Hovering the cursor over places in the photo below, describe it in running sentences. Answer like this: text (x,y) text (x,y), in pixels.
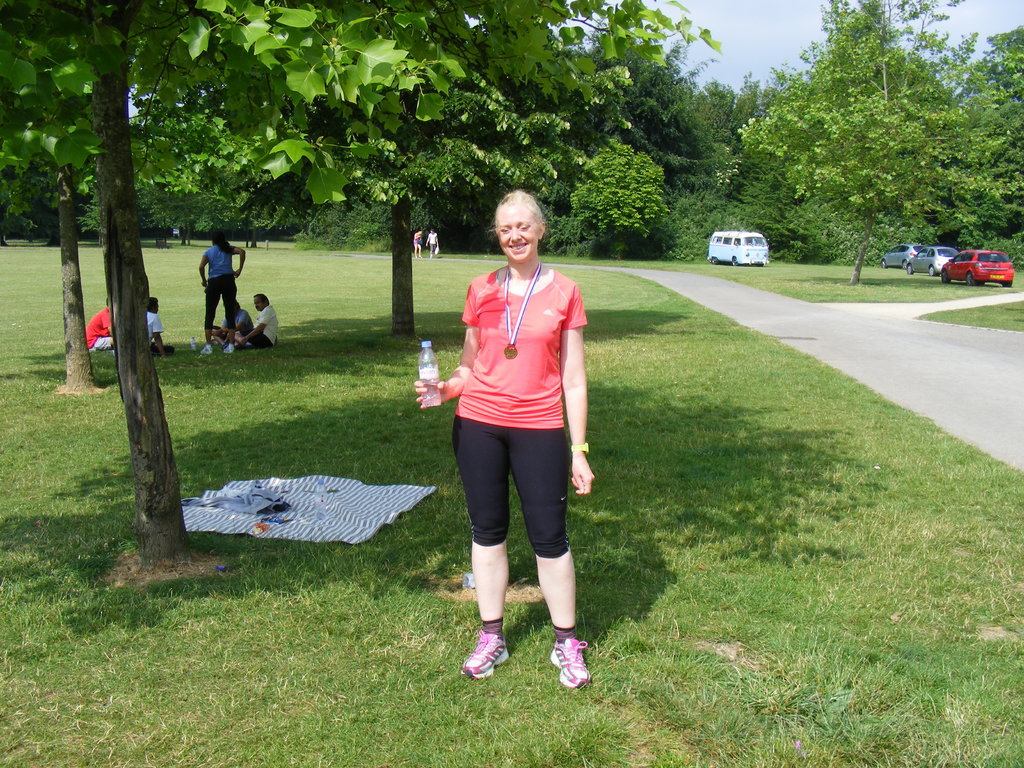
In this picture I can see a woman (471,340) standing and holding a bottle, there are some items (296,499) on the grass (407,444), there are group of people (432,232), there are vehicles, there are trees (743,199), and in the background (750,39) there is sky (754,29).
